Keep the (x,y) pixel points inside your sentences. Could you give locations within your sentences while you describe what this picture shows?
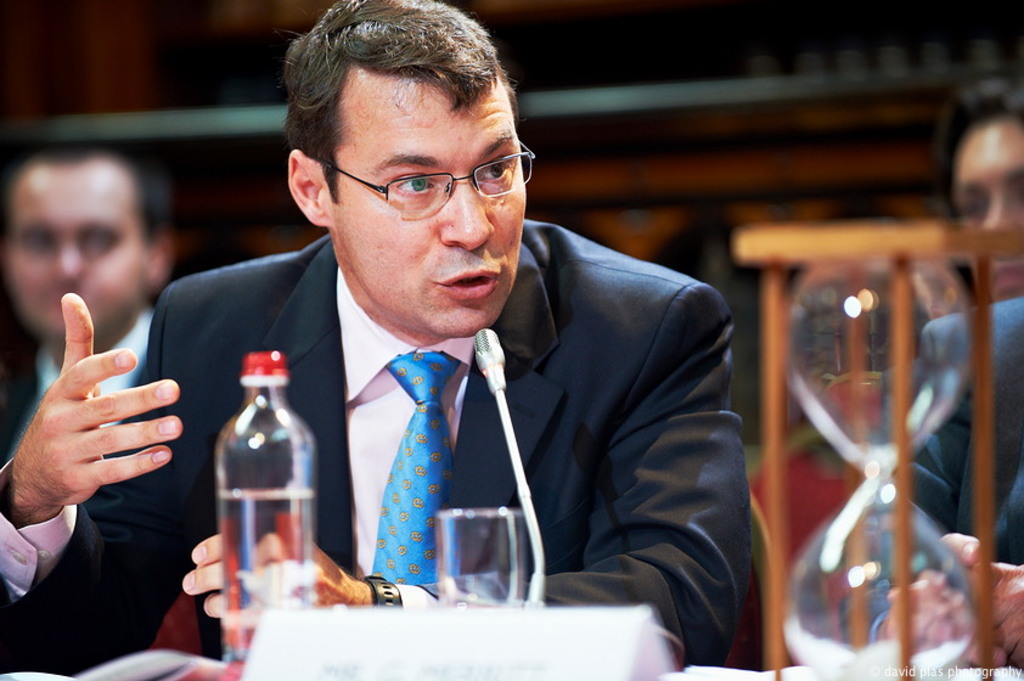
Here we can see a man (133,448) who is speaking in the microphone (539,566) present in front of him and there is a bottle (230,503) of water (236,518) and a glass (468,598) present on the table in front of him and behind him we can see people (80,217) present.
